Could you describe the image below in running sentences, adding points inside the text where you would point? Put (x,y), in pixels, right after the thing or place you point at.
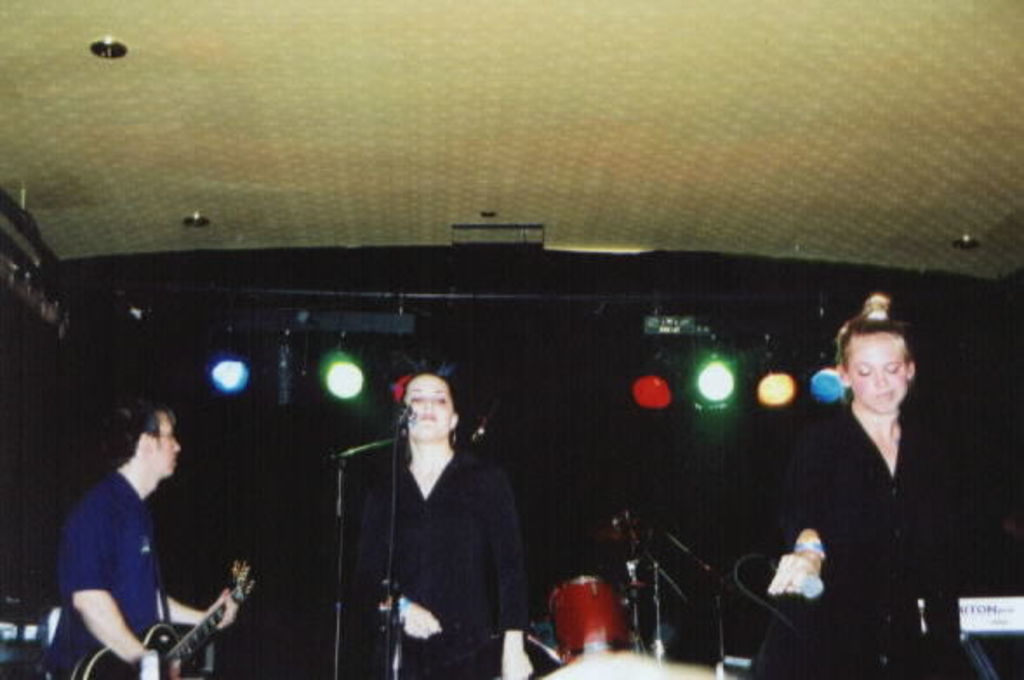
In the middle of the image (445,411) a woman (467,662) is standing in front of the microphone (395,663). Bottom right side of the image (822,550) a woman (879,304) is standing and holding a microphone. In the middle of the image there is a drum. Bottom left side of the image (159,456) a man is holding a guitar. At the top of the image (689,143) there is a roof (585,40).
